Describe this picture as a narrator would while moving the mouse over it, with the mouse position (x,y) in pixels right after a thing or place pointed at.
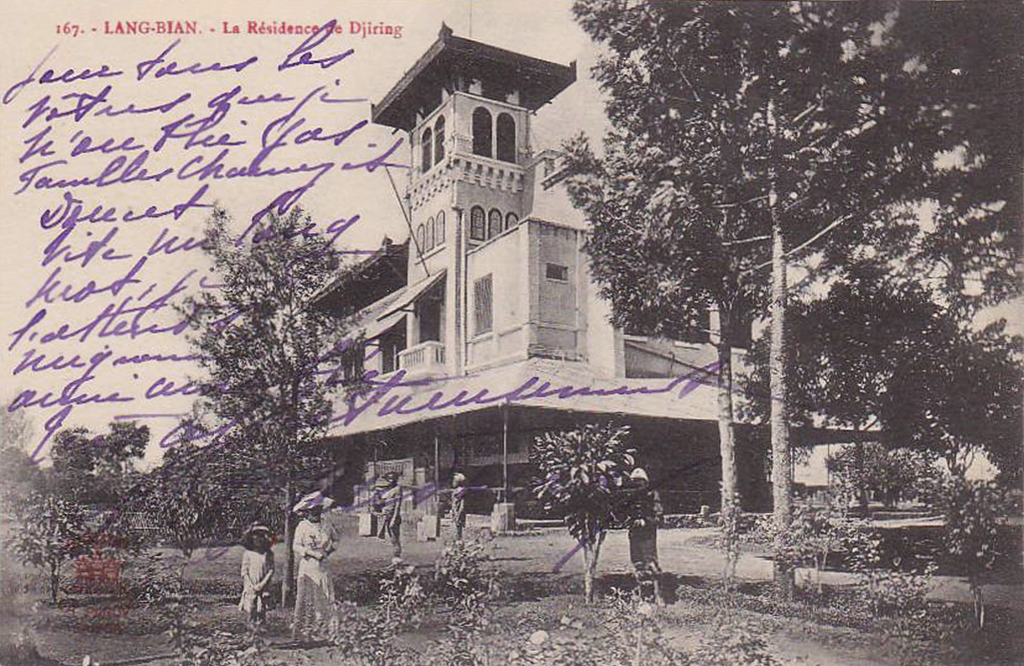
This is a black and white image. In this image we can see people (258,569) standing on the ground (372,566), plants (142,586), trees (806,401), building (649,339), poles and sky (278,165) with clouds (228,192).
